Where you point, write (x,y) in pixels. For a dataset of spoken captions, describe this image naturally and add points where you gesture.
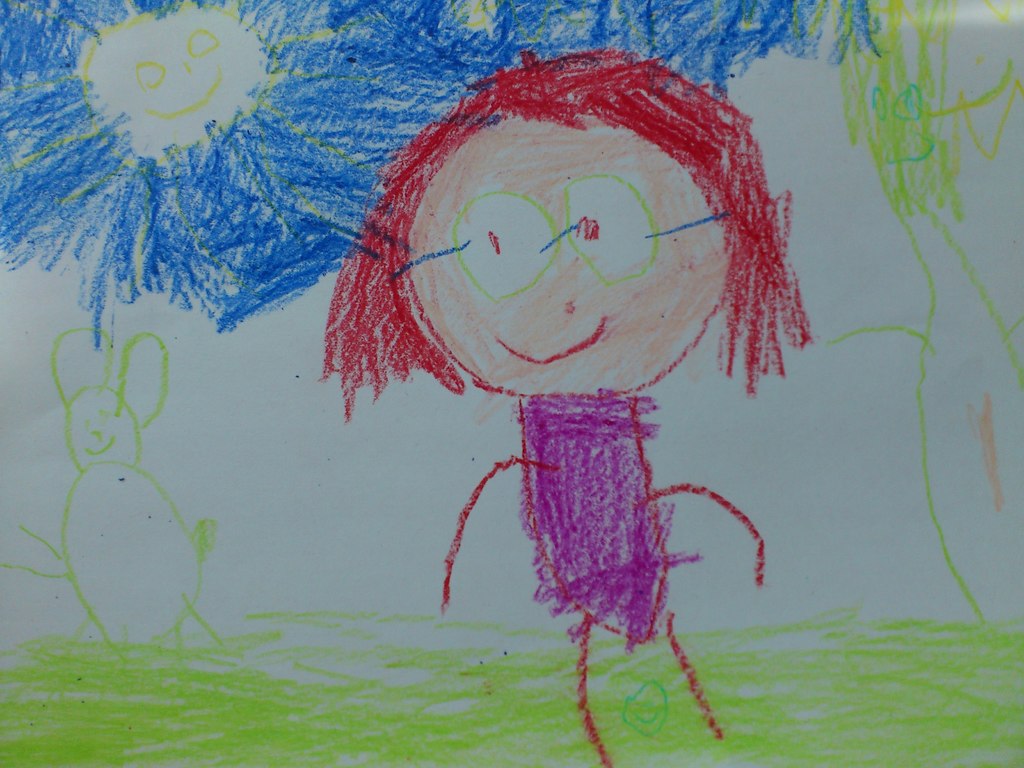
In this image I can see the drawing (567,554) on the white color surface (787,473) and I can see the drawing (589,430) of few objects (499,178) in multi color.
